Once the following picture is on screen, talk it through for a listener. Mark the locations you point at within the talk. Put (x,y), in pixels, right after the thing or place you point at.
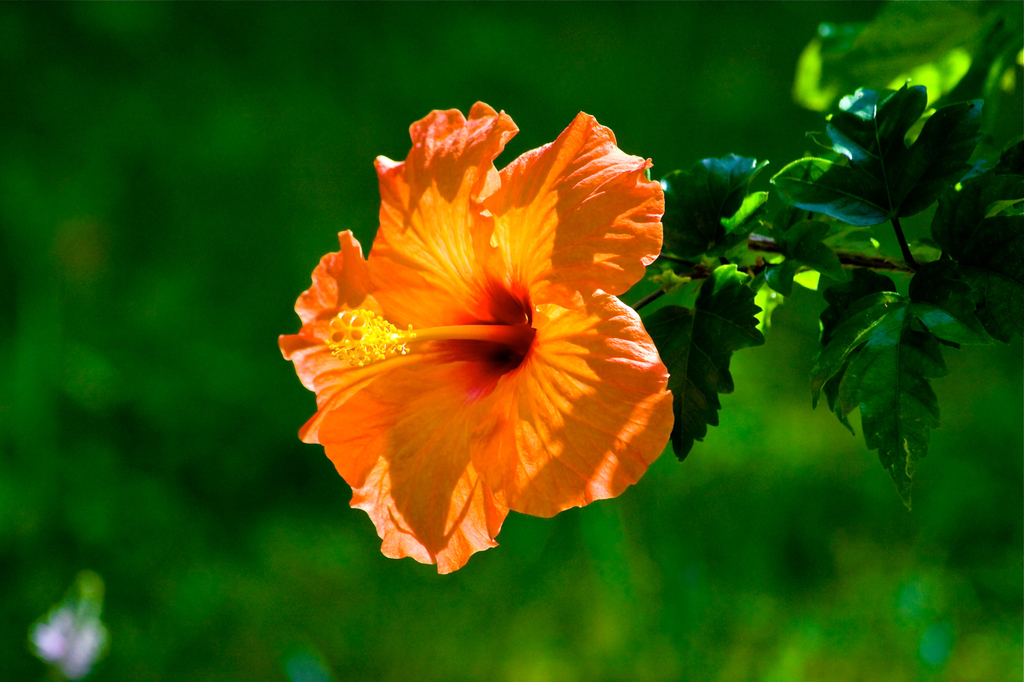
In this image, we can see a flower (495,398) with stem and leaves (750,313). Background (837,520) we can see green color.
